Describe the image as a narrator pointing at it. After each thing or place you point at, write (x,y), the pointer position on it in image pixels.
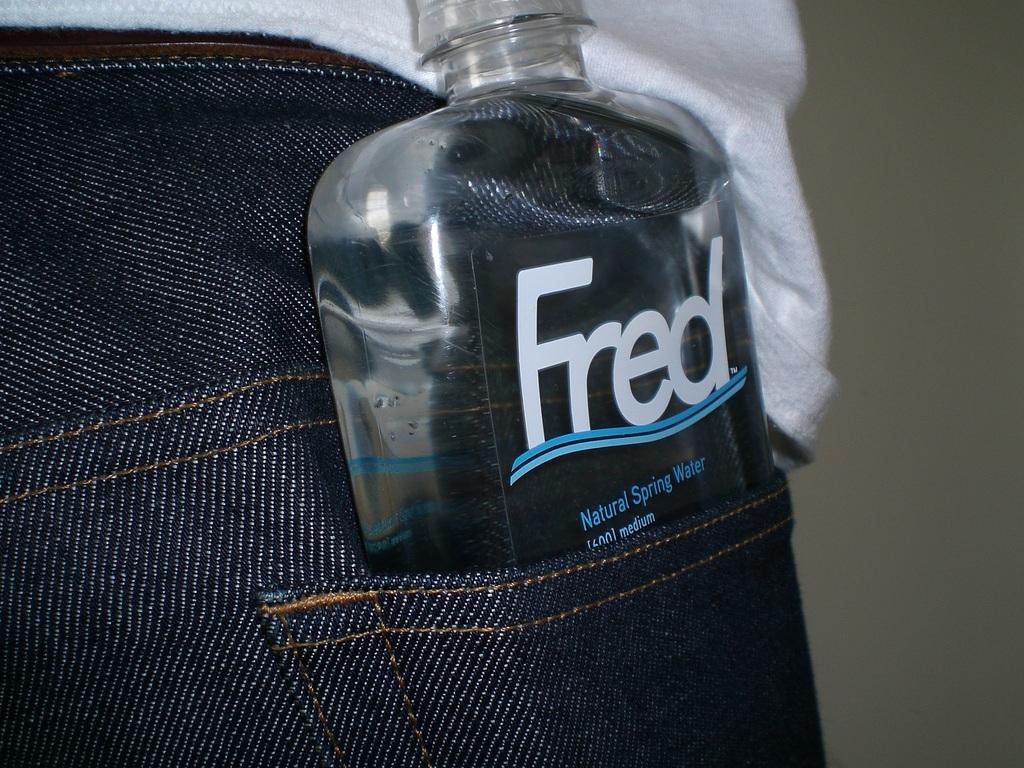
We can see bottle (461,303) in the pocket (474,624) and shirt (709,115). This is wall (922,441).
